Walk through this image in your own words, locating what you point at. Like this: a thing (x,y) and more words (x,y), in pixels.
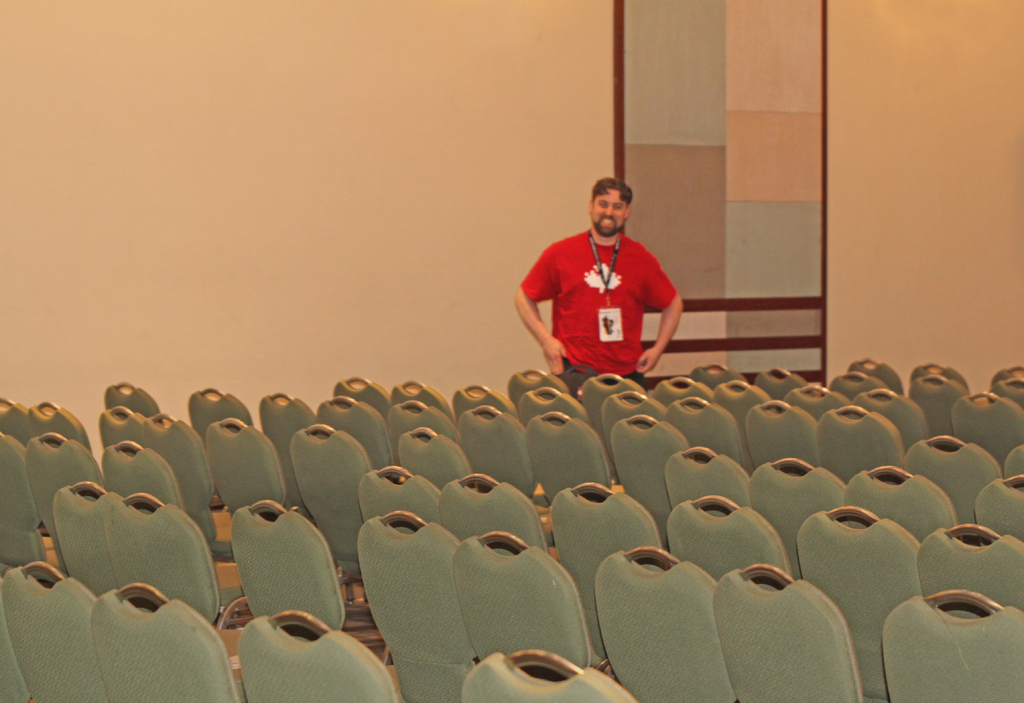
In the picture I can see many grey color chairs (450,601) and a person (594,350) wearing red color T-shirt (628,297) and identity card (599,336) is standing here and smiling. In the background (992,182), I can see the wall (678,147).
